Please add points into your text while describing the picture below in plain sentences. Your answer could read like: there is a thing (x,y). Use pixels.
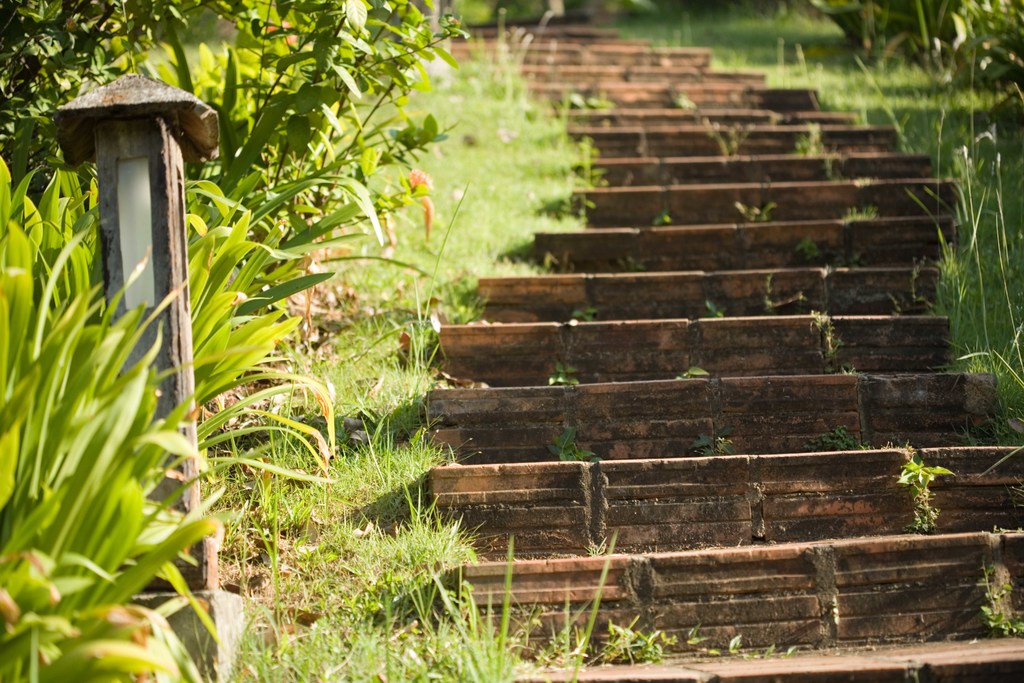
In the center of the image (597,453) there are stairs (679,162). On both left and right side of the image (1003,94) there is grass (353,614) on the surface (381,434). On the left side of the image (181,183) there are plants (15,507) and there is a pole (163,221).
